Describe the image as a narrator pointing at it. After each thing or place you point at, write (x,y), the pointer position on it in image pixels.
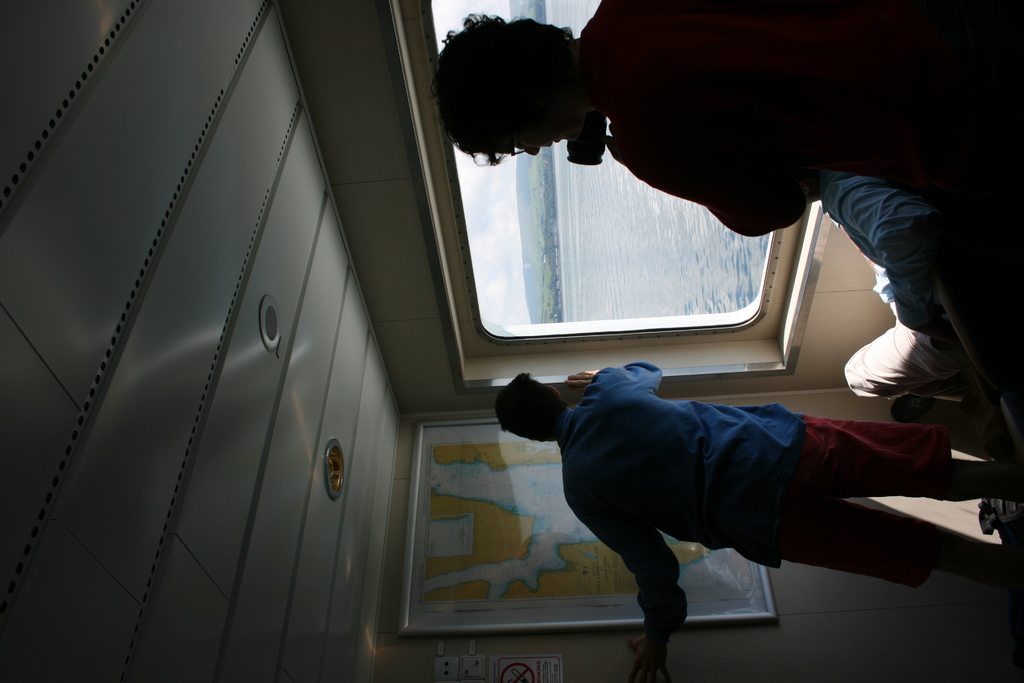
On the right side (751,101) there is a person (701,130) holding a camera (586,157) and wearing specs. Another person (871,353) is sitting. Also there is a person (657,470) standing. And there is a window (623,278) and a wall (820,650). On the wall (833,653) there is a map (471,560) and a sign board (511,667). Through the window (607,273) we can see water (629,263) and sky (504,221).
